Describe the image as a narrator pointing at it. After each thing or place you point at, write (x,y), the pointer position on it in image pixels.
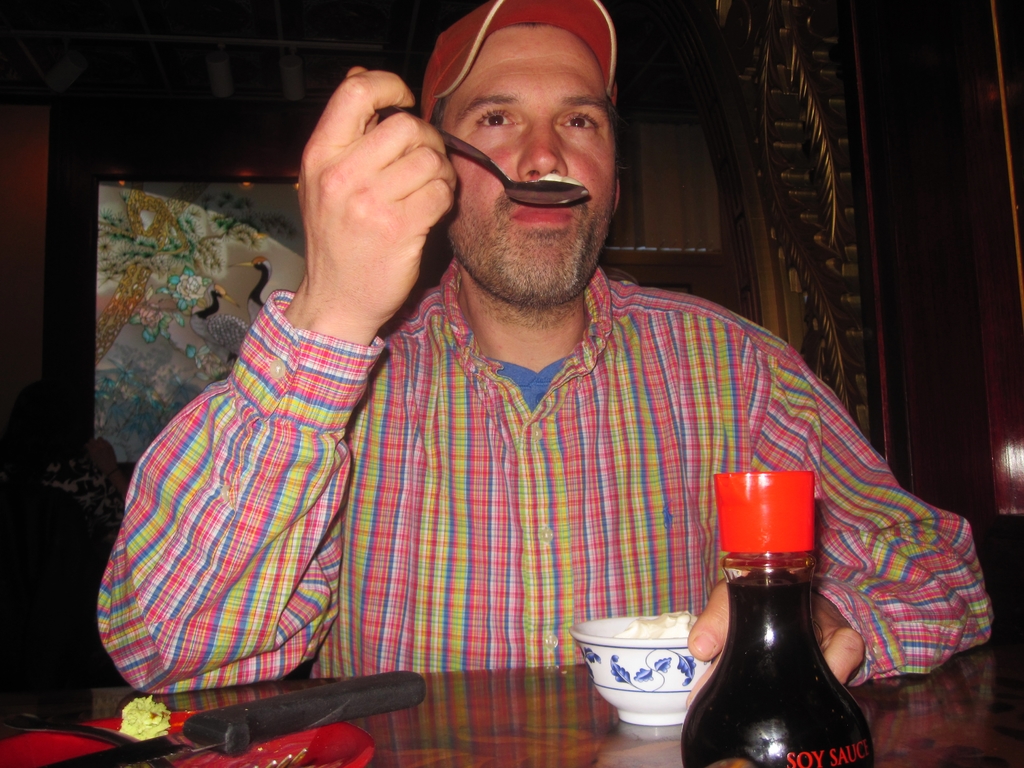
He is a man (622,362) holding a spoon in his hand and he is having a cup (690,683) of ice cream (640,627). The cup (659,643) is placed on the wooden table (575,697). A knife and a plate (373,742) and a bottle (734,700) is also placed on the table (978,716). In the background (162,265) there is a photo frame (232,257) which is fixed to a wall (22,198).
